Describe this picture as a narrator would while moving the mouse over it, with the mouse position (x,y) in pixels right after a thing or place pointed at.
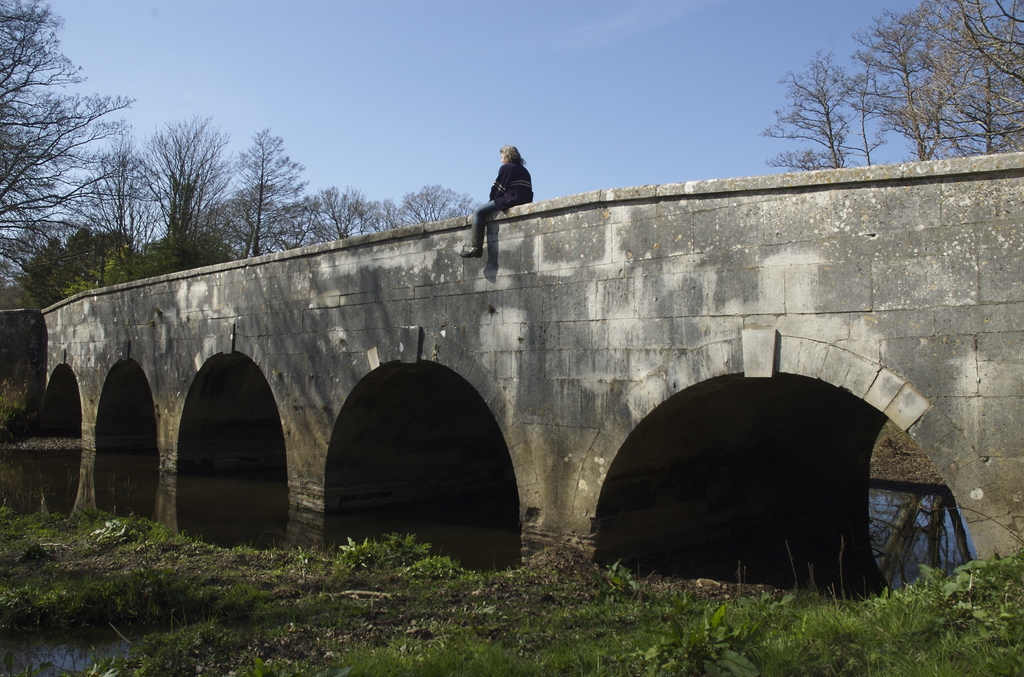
In this image we can see a person (502,194) sitting on the bridge (521,361), and there is water (483,533) under it, there are some trees (329,198), and bushes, and we can see sky (683,122).
